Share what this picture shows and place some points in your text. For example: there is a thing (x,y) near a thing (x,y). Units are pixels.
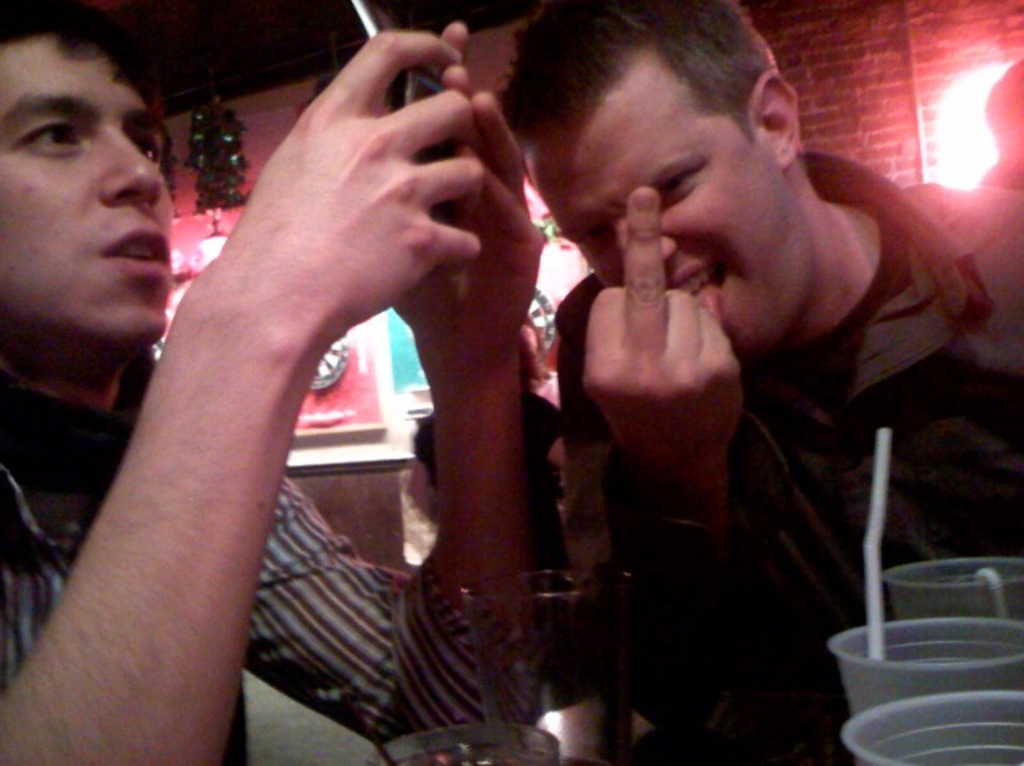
In the image in the center (440,405), we can see two people (629,352) sitting and the right person (873,406) is smiling, which we can see on his face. And the left side person (419,244) is holding a mobile phone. In front of them, we can see glasses (892,632) and straws (872,645). In the background (803,69) there is a wall (883,71), lights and a few other objects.
